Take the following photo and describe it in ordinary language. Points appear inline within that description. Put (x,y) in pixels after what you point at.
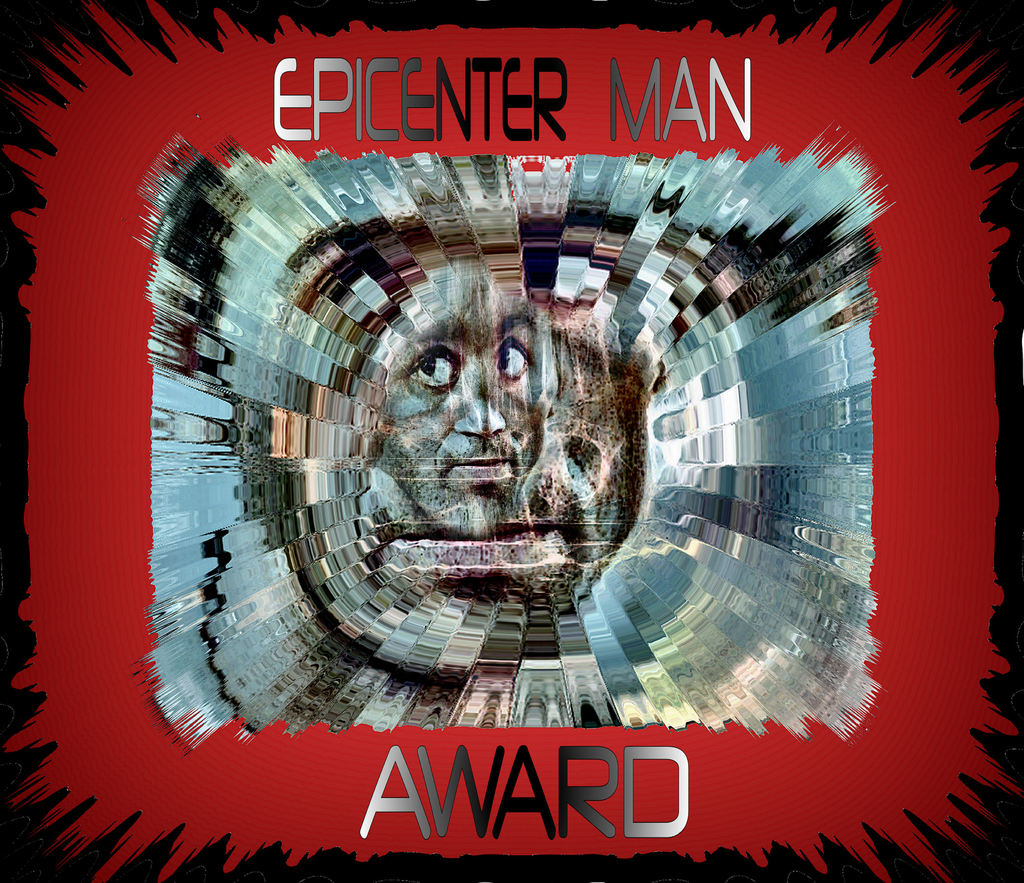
This is an edited image, in this picture we can see a person face (498,436) and text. In the background of the image (385,863) it is dark.
